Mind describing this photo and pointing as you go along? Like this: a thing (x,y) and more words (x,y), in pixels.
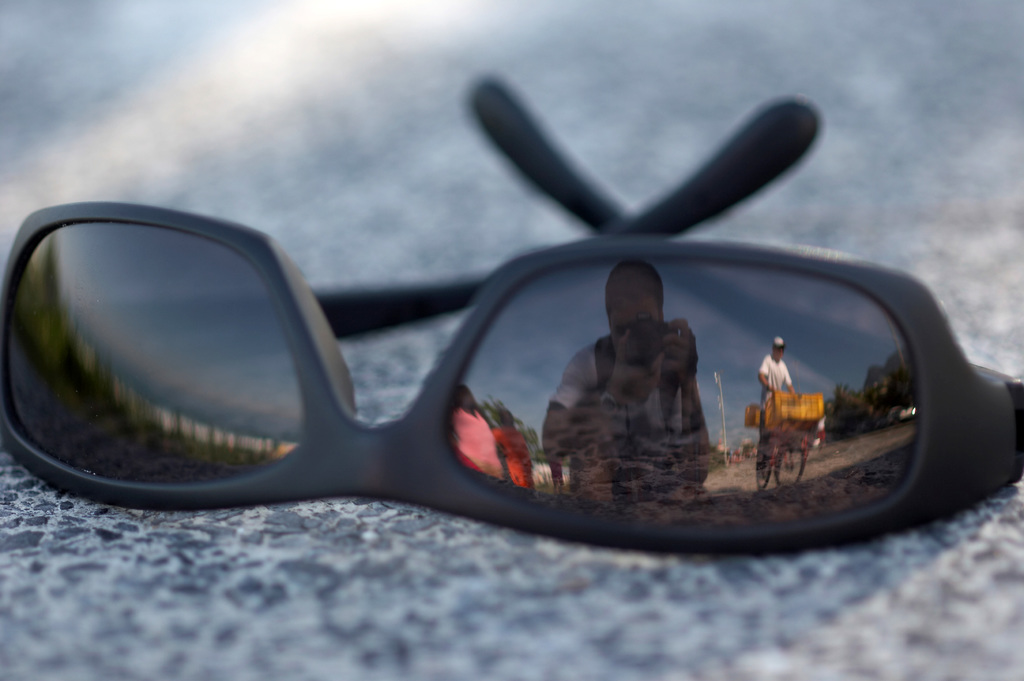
In the image there is a cooling glass (304,471) on the road (329,177) with the reflection (615,468) of a man (649,432) and a person (771,383) cycling on the road (708,485).
